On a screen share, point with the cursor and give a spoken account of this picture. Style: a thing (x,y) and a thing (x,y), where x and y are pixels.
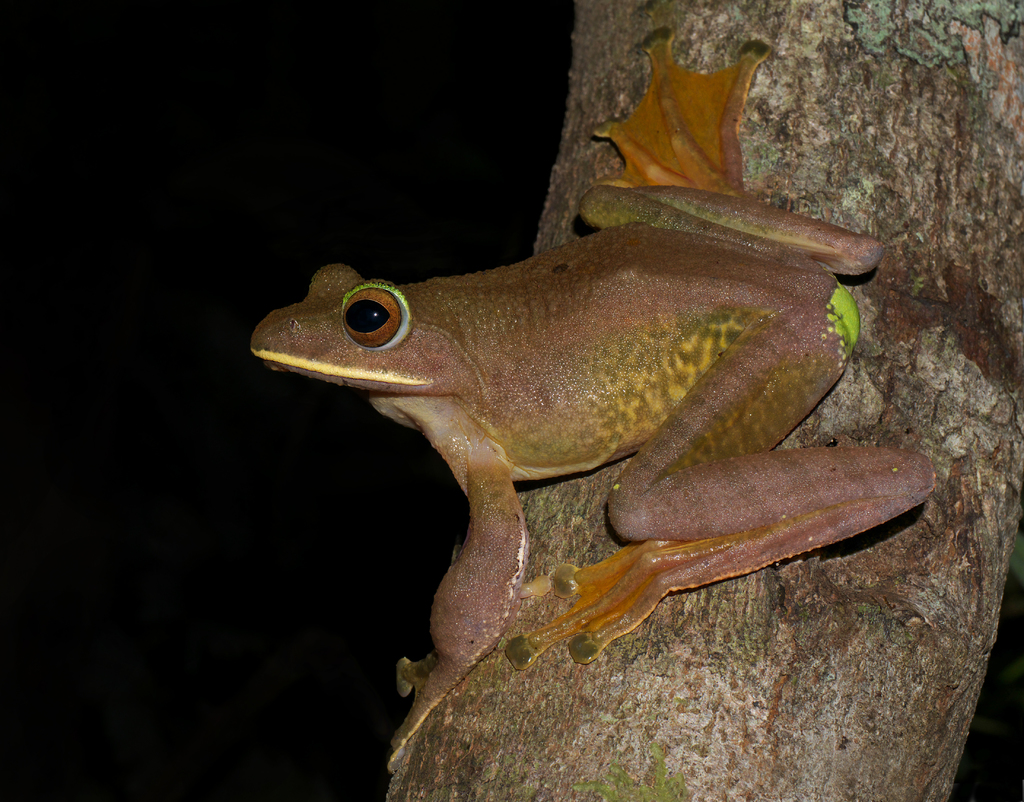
In this picture I can see a frog (509,372) on the bark (763,599) of a tree (704,604).
